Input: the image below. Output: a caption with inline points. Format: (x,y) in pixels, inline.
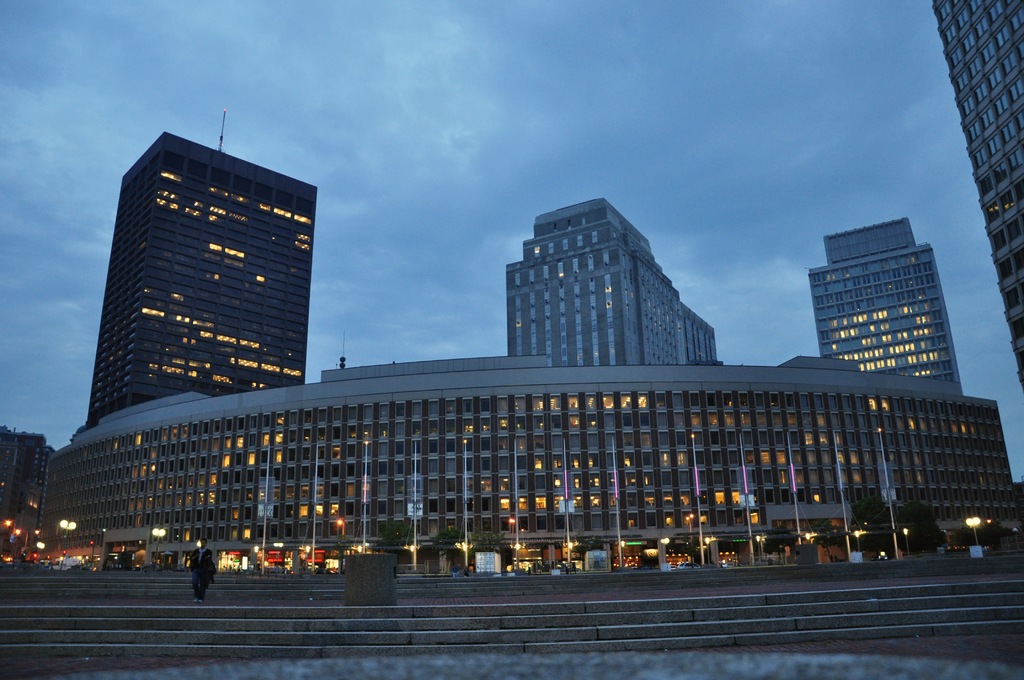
In this image there are buildings (588,417), in front of the buildings (282,509) there are few poles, lamps (71,529) and there is a person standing on the stairs (233,611). In the background (403,231) there is the sky (410,156).
